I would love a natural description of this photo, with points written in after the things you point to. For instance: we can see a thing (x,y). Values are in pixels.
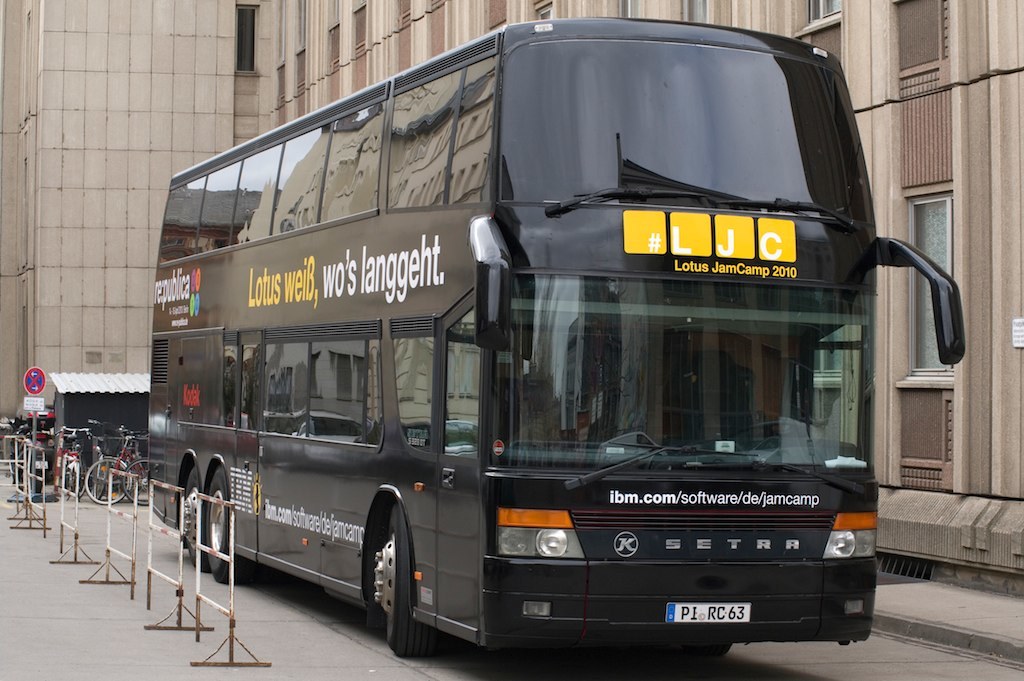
In this picture, we see the double decker bus (567,331) in black color. Beside that, we see the barrier boards (178,597). Beside that, we see a board (39,383) in red and white color with some text (28,407) written. Behind the bus (749,33), we see the bicycles (128,438). On the right side (893,128), we see a building (933,188). In the background (120,90), we see a building (152,163) and an iron sheet (134,375). At the bottom (311,623), we see the road (468,658).
